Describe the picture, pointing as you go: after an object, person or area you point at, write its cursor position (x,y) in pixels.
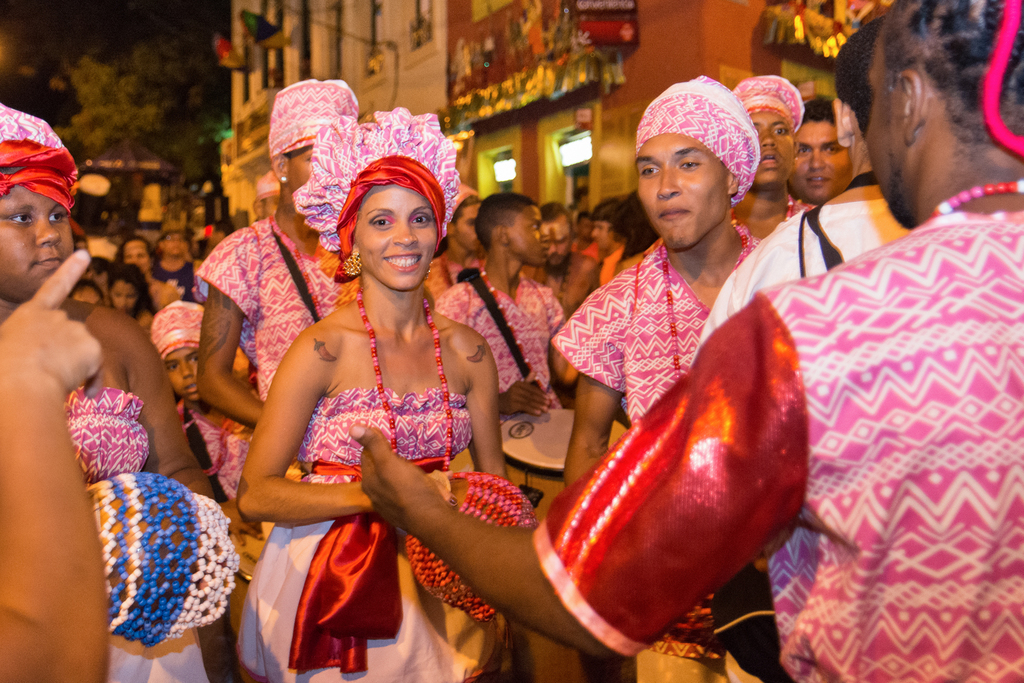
In this picture I can see there are few people (352,381) standing here and they are wearing dresses (357,400) and in the backdrop (443,65) there is a building (657,48) and there are trees (195,151) at left side (184,139).
